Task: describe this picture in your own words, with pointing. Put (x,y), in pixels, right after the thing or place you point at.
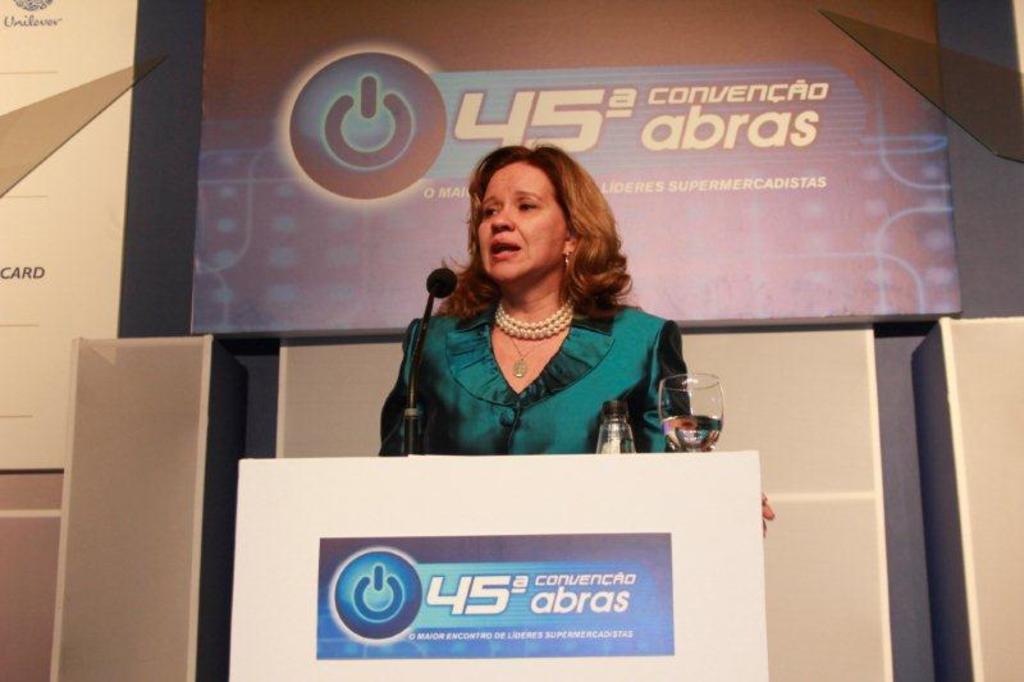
In this image I can see a woman (507,374) standing in front of a podium (502,525). In the background (546,81) I can see a board (400,253) with some text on it.
